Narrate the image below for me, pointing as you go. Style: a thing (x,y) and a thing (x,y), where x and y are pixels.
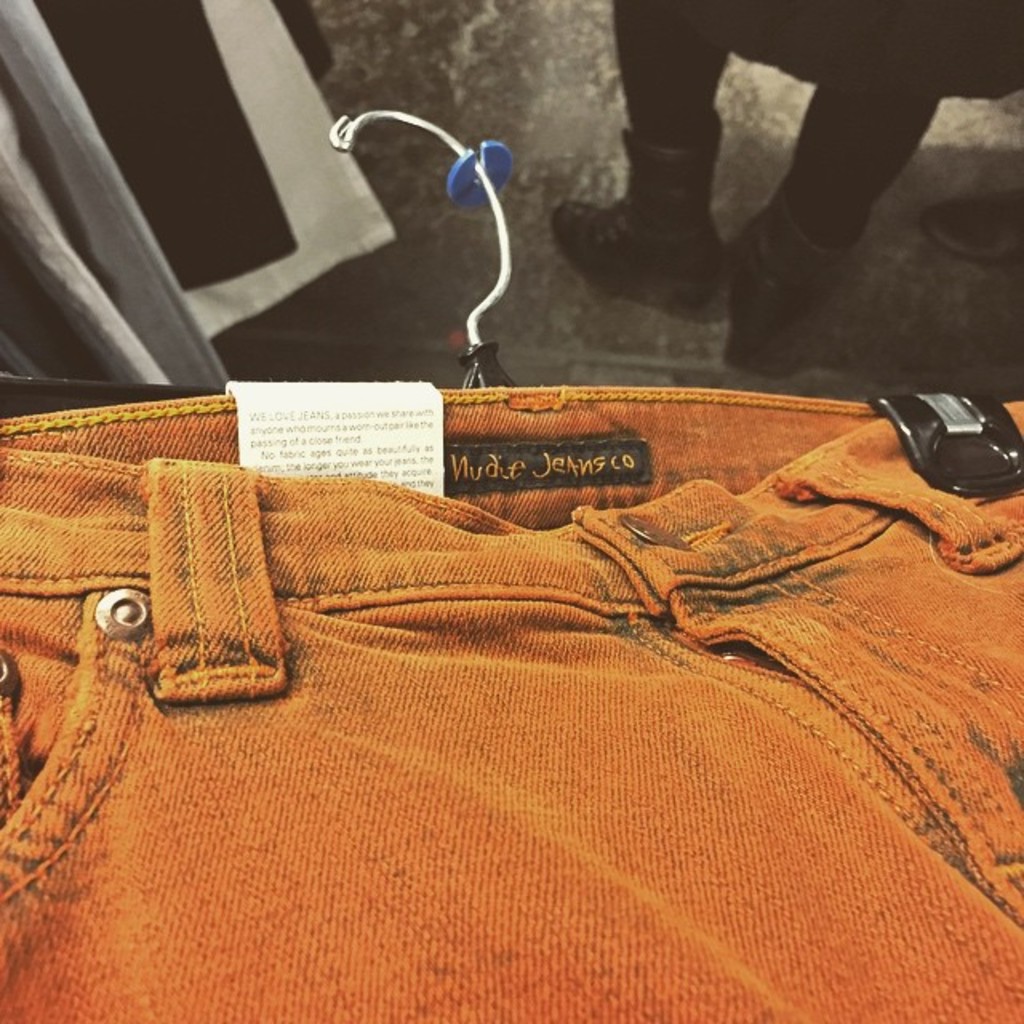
It is a jeans trouser (579,864).
